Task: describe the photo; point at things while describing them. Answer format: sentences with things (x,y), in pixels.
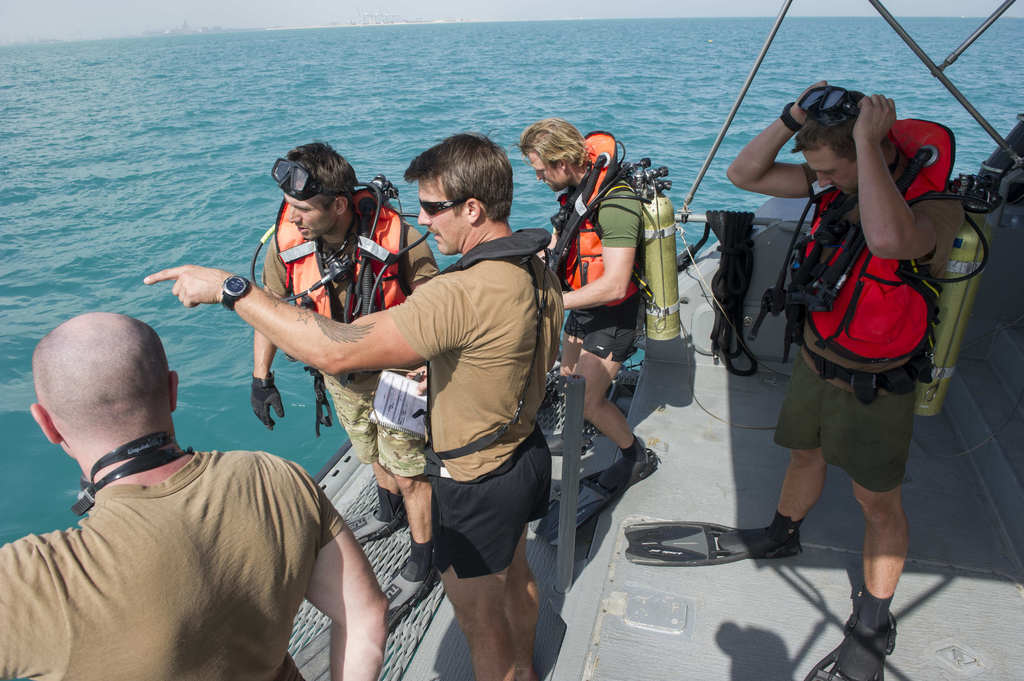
In this image we can see people (203,502) standing on the boat (739,600). We can see some of them are wearing cylinders (669,313) on their backs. In the background (549,107) there is water (211,103) and sky (216,11).
